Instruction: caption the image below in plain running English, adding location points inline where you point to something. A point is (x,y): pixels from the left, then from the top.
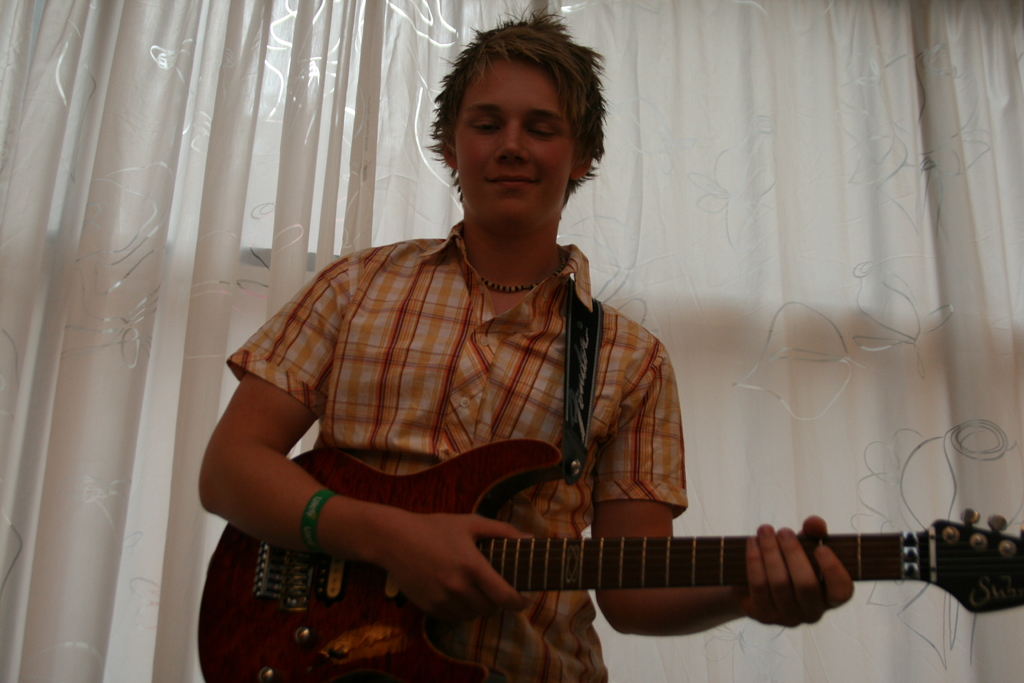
In the middle of the image (458,241) we can see a person (503,243), the person (511,370) is holding a guitar (536,459), behind to the person (424,355) we can find curtains (243,139).
